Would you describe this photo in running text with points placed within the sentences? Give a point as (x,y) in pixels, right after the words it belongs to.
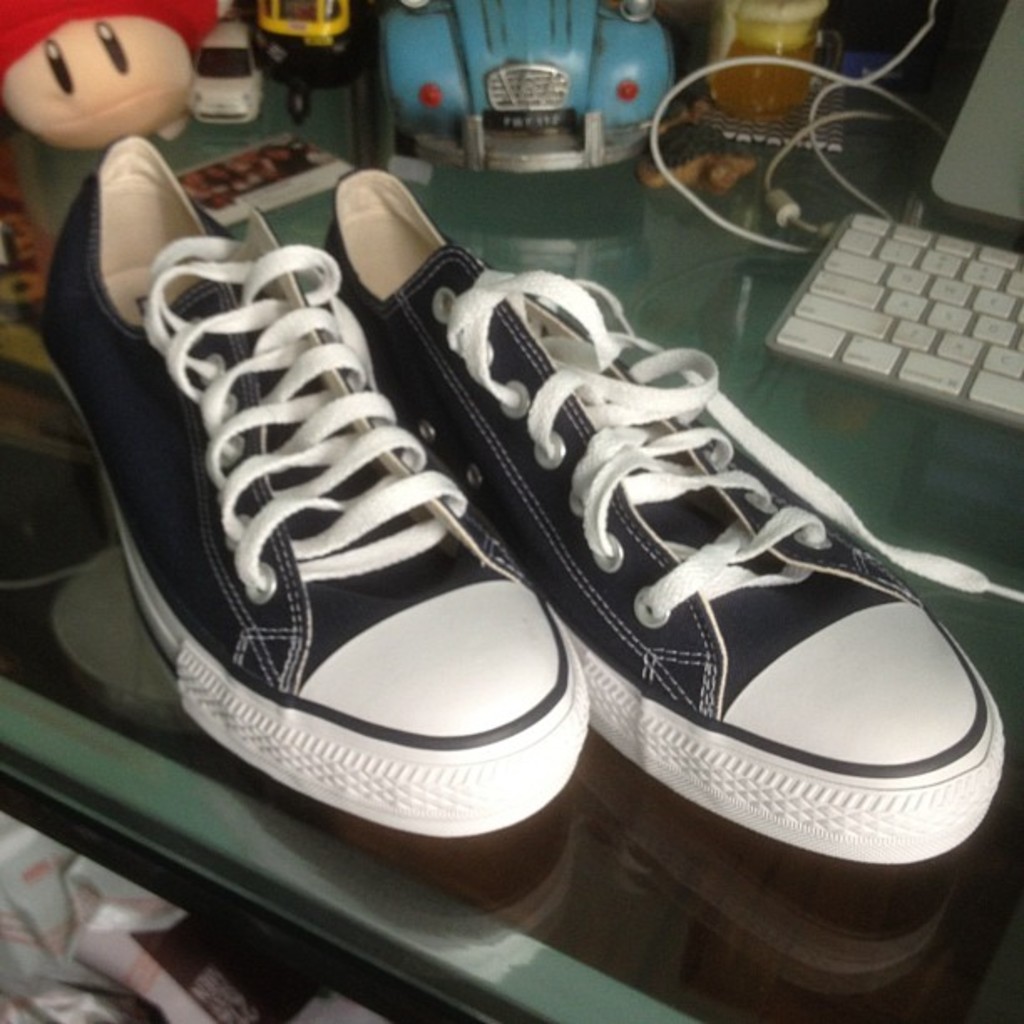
As we can see in the image there is a table (360,926). On table (557,184) there are cars (248,67), doll (137,81), shoes (536,506), keyboard (981,282) and screen (1022,208).
